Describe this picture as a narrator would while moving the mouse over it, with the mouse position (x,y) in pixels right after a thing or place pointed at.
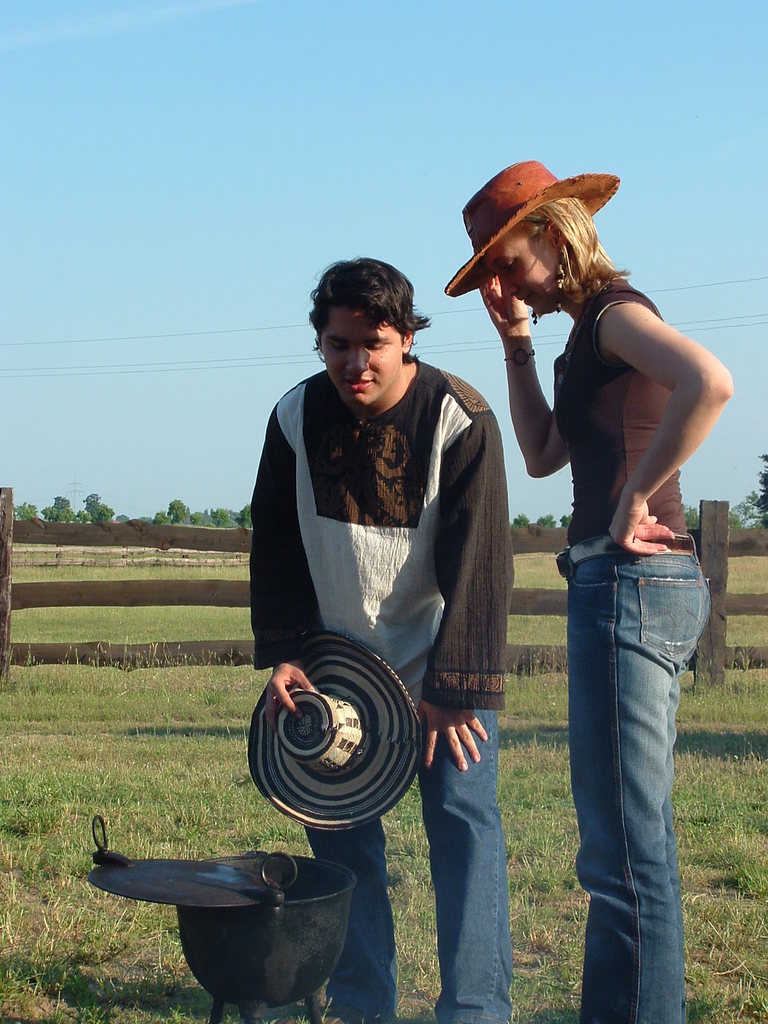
In the foreground of the picture (620,848) there is a man (424,518) and a woman (597,630) standing, woman (550,232) is wearing a hat (585,188). The man (423,564) is holding a cap (325,719). In front of them there is a bowl (260,906). This is a picture taken in a field (568,741), in the field (152,738) there are shrubs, grass (129,673), fencing (145,564). In the background (167,517) there are trees (565,524) and fields (107,577). Sky (161,343) is clear. In the center of the background (148,363) there are cables (37,376). It is sunny.
